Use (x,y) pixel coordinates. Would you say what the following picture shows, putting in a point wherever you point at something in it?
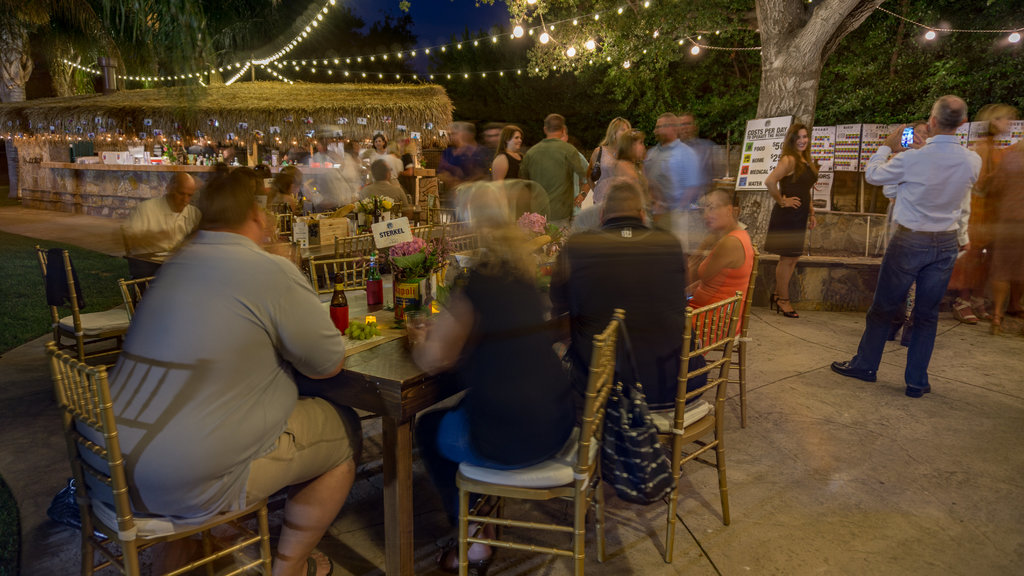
In the image we can see a group of people (685,155). We can see group of people (550,342) who are sitting on chairs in front of a table (348,393) on table (374,362) we can see a bottle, grapes (371,330), plants (421,269), card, flowers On right side (790,187) there is a woman (790,174) who is standing and a man (908,183) who is holding his phone (911,129). In background (787,51) there is a hoarding (832,136), trees (655,65), lights (546,37) and sky (456,22) on top.
